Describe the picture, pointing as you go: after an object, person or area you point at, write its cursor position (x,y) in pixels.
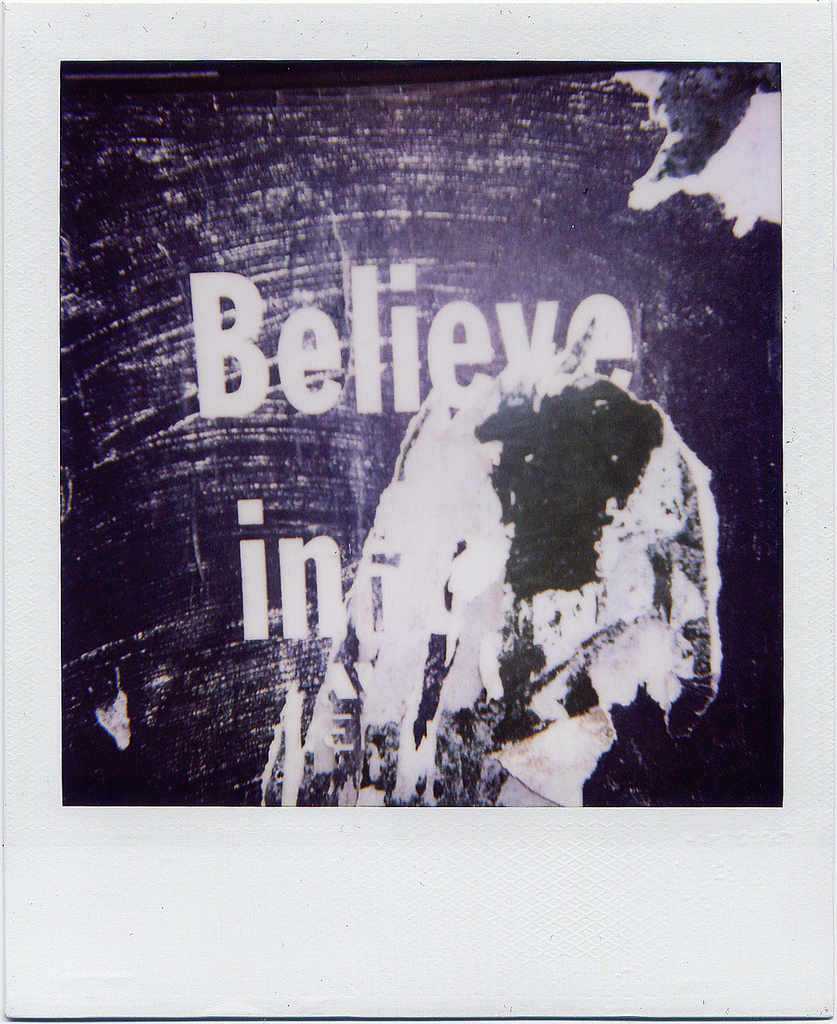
In this image we can see a poster (192,171) on a white surface (319,900). On the poster (329,423) something is written.
